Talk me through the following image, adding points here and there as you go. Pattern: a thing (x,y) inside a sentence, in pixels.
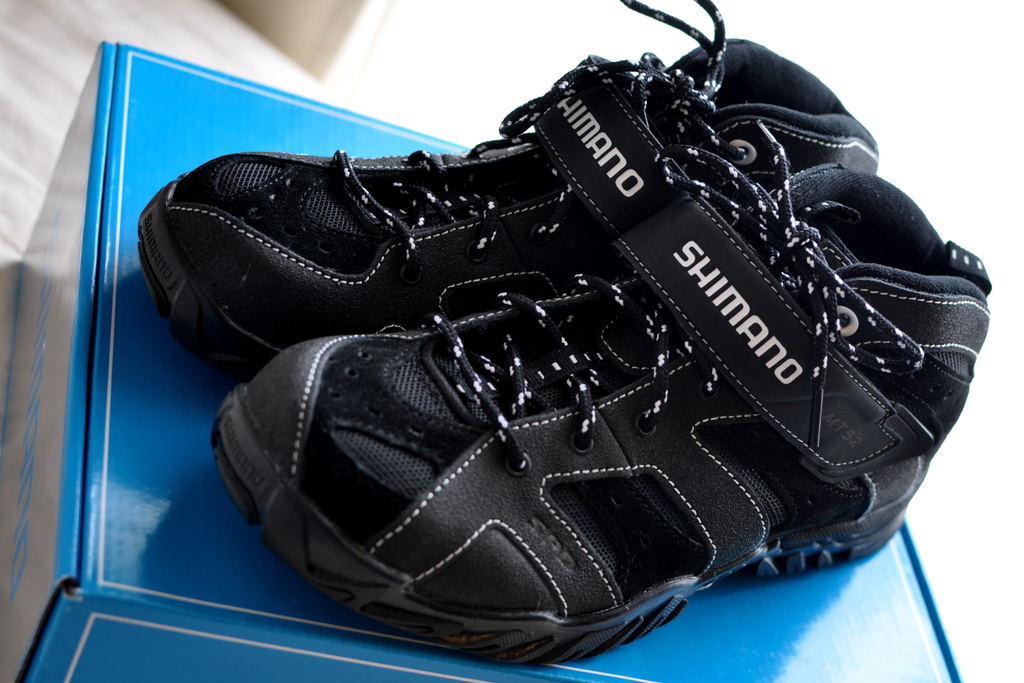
In the image there is a blue color cardboard box (172,120). On the box (226,666) there are black shoes (651,184).
